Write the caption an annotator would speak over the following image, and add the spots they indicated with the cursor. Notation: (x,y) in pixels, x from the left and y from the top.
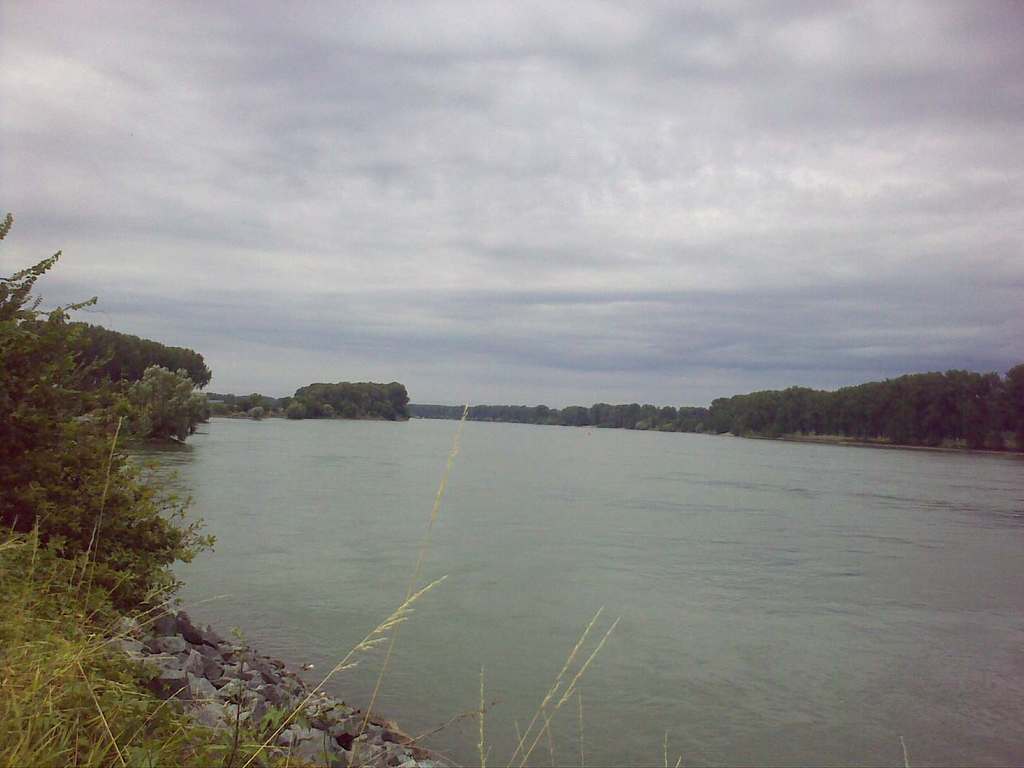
In this picture I can see the lake (497,545). In the bottom left (182,618) I can see many stones (336,745). In the background (866,403) I can see the trees (872,415), plants (52,416) and grass (62,580). At the top (557,70) I can see the sky (974,213) and clouds (985,218).
